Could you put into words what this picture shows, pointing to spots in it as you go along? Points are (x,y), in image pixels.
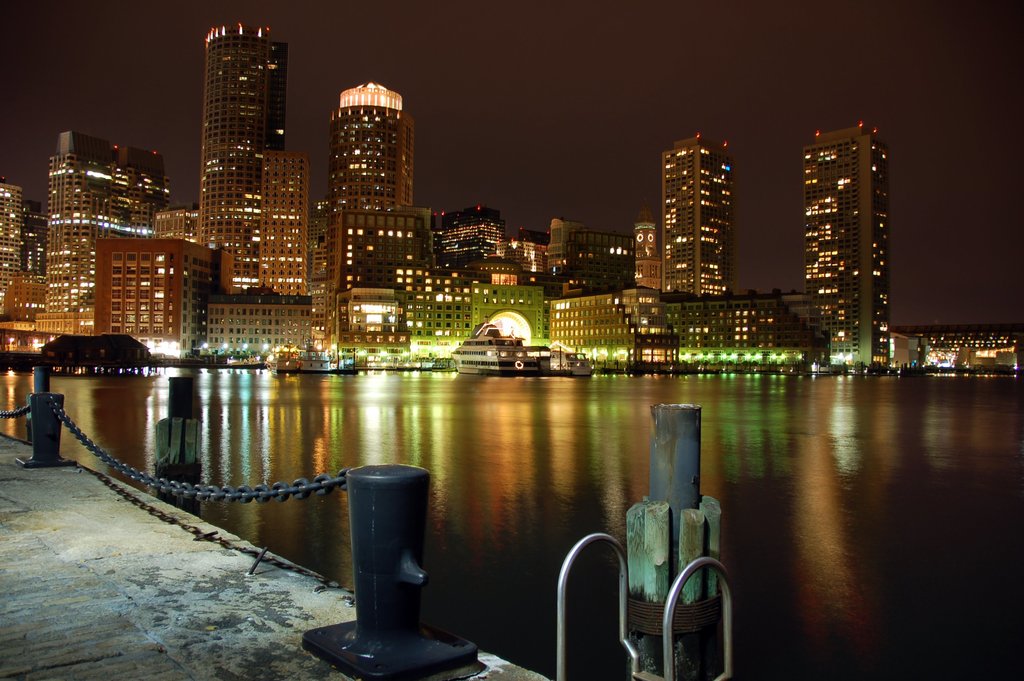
On the left side (139,628), there is a floor (130,626) on which, there is a fencing (358,476). In the background (572,364), there are boats (583,372) on the water (462,403), there are buildings (258,234) which are having lights (621,252) and there is sky (399,83).
